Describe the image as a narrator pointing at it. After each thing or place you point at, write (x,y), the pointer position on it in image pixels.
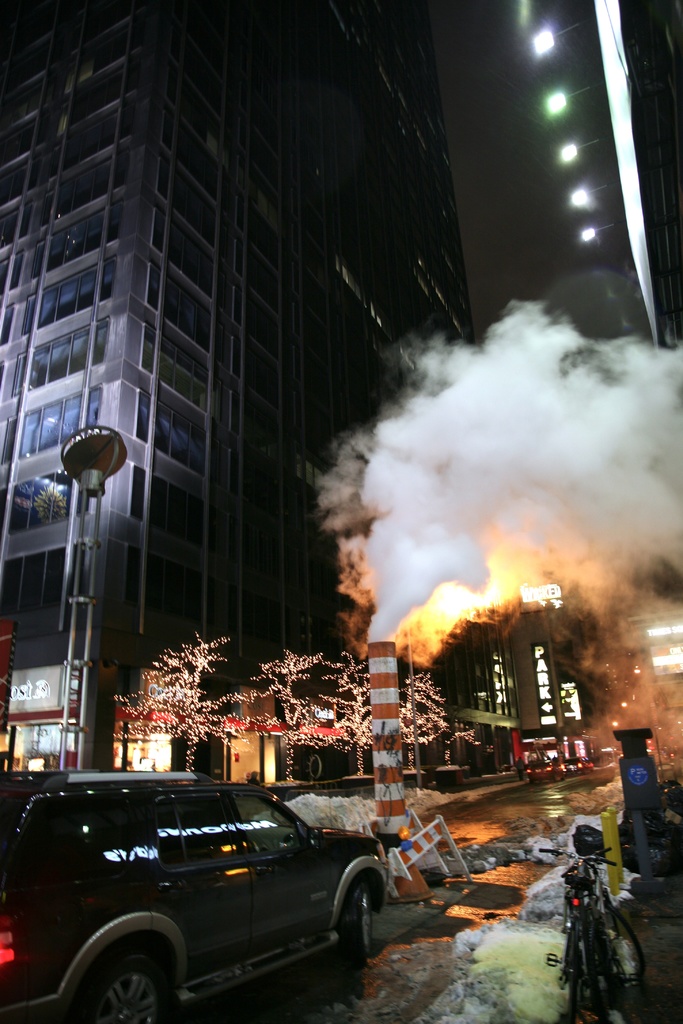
In this image there is road (527,809), on that road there is a car (321,908) and a pipe (394,711) through that pipe (390,665) smoke (403,614) is coming out, in the left side (156,406) there is a big building (378,78) in front of the building (328,758) there are plants (274,726) to that plants (186,698) there are lights (259,695).
